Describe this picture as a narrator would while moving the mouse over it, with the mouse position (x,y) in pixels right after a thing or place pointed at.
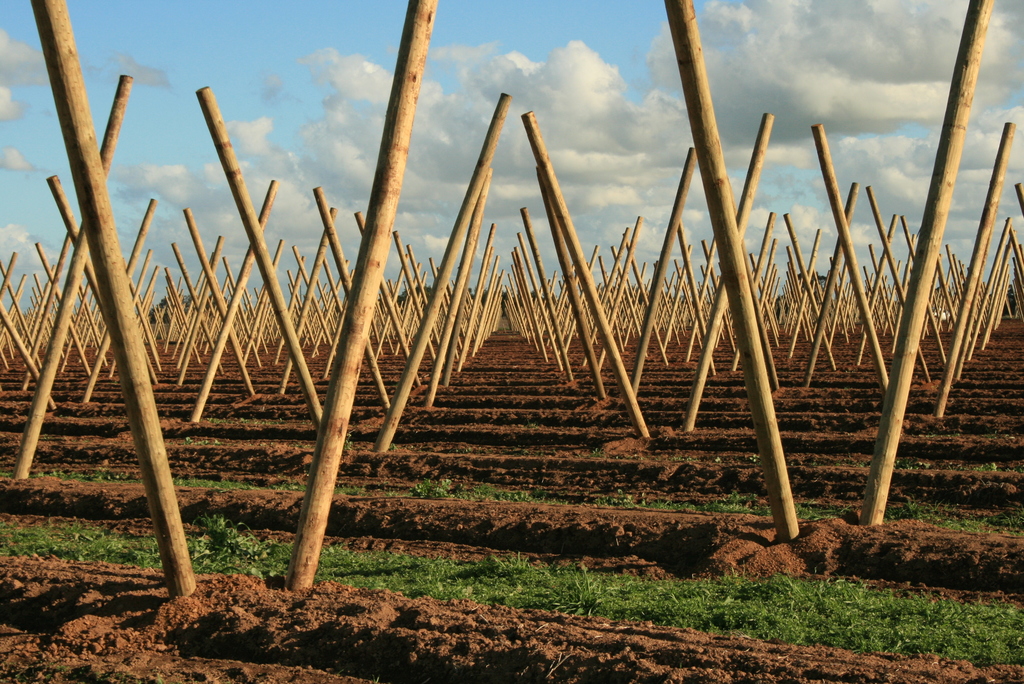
There are many wooden poles (540,277). On the ground (564,433) there is soil (529,434) and grass (513,566). In the background (341,70) there is sky (597,86) with clouds (761,78).
